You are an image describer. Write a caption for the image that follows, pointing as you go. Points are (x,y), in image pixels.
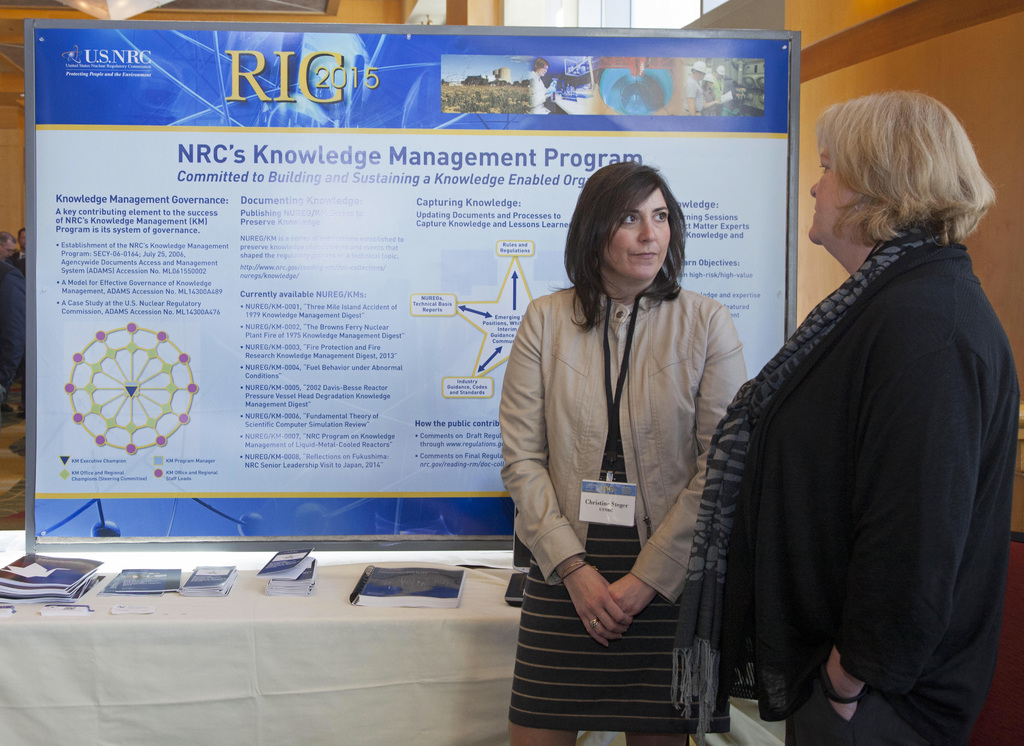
In this picture we can see two women (726,452) are standing, at the bottom (280,655) there is a table (283,658), we can see a cloth (331,654) and some books (300,586) present on the table (83,587), there is a board (319,393) in the middle (399,285), we can see some text (317,164) on the board (454,128), on the right side (956,64) there is a wall (969,71).
